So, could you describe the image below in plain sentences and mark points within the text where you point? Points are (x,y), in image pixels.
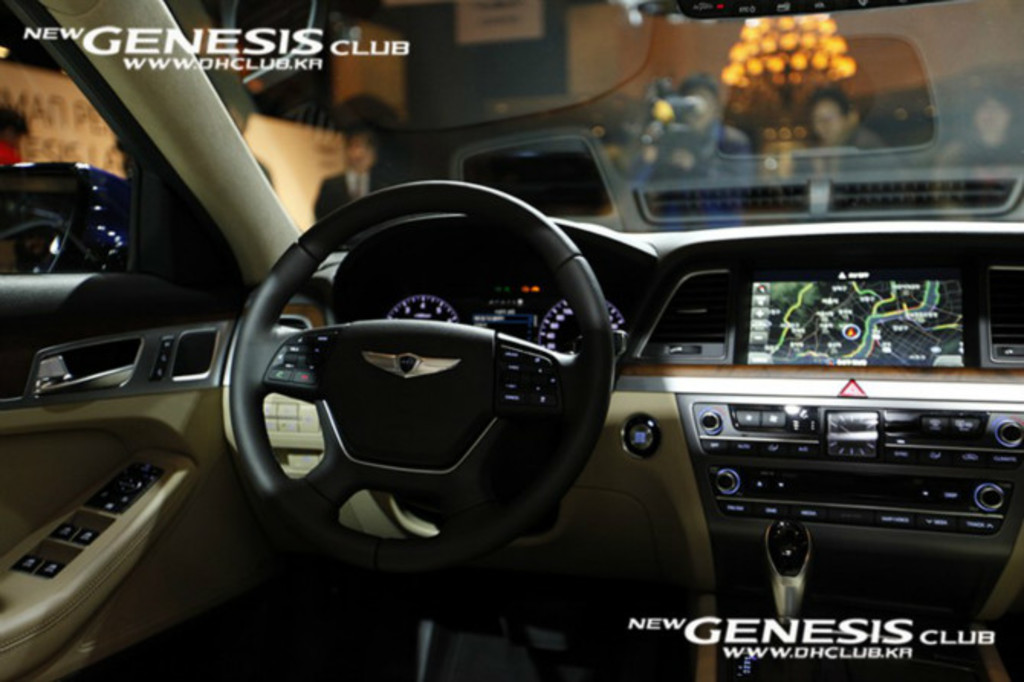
In this image we can see an inside view of a vehicle (739,436). In the center of the image (636,435) we can see a steering wheel (456,420), some buttons (772,483), a display screen (923,351). In the background (990,136), we can see group of persons (694,171). One person (704,163) is holding a camera (688,106) in his hand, some lights (836,61) and mirror (91,262). At the bottom (857,639) we can see some text (871,626).
